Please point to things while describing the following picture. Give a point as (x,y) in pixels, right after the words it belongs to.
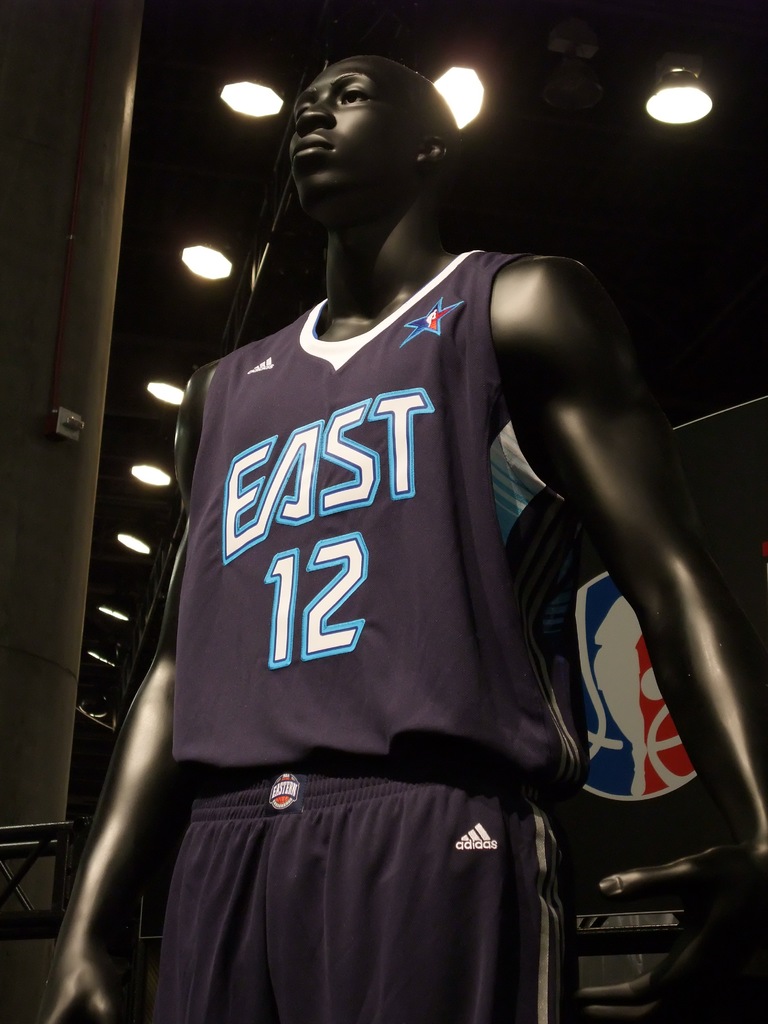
In this image we can see a dress (464,595) on a mannequin (341,262). On the backside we can see some ceiling lights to a roof (320,271).
